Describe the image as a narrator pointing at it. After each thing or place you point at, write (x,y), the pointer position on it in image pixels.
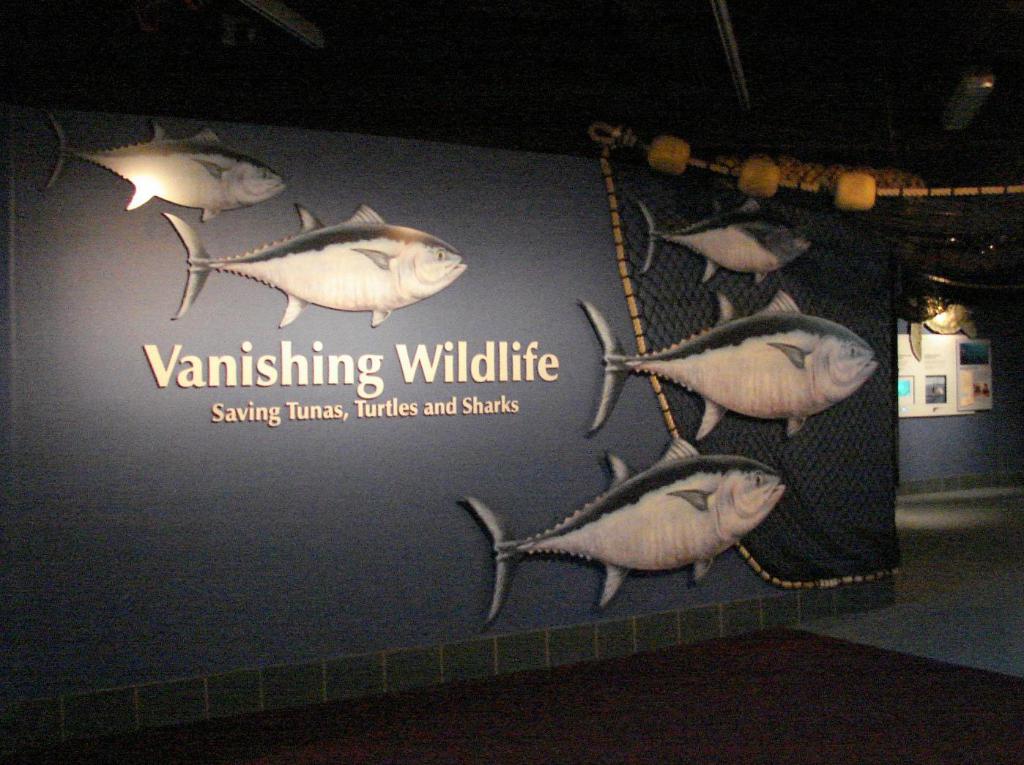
In this image there are pictures (325,251) of fishes (688,364) on the wall (515,425) and there is a text (401,381) on the wall (562,314). At the back (933,371) there are boards (975,384) on the wall (1019,372) and there is a text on the boards (925,381). At the top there is a light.
